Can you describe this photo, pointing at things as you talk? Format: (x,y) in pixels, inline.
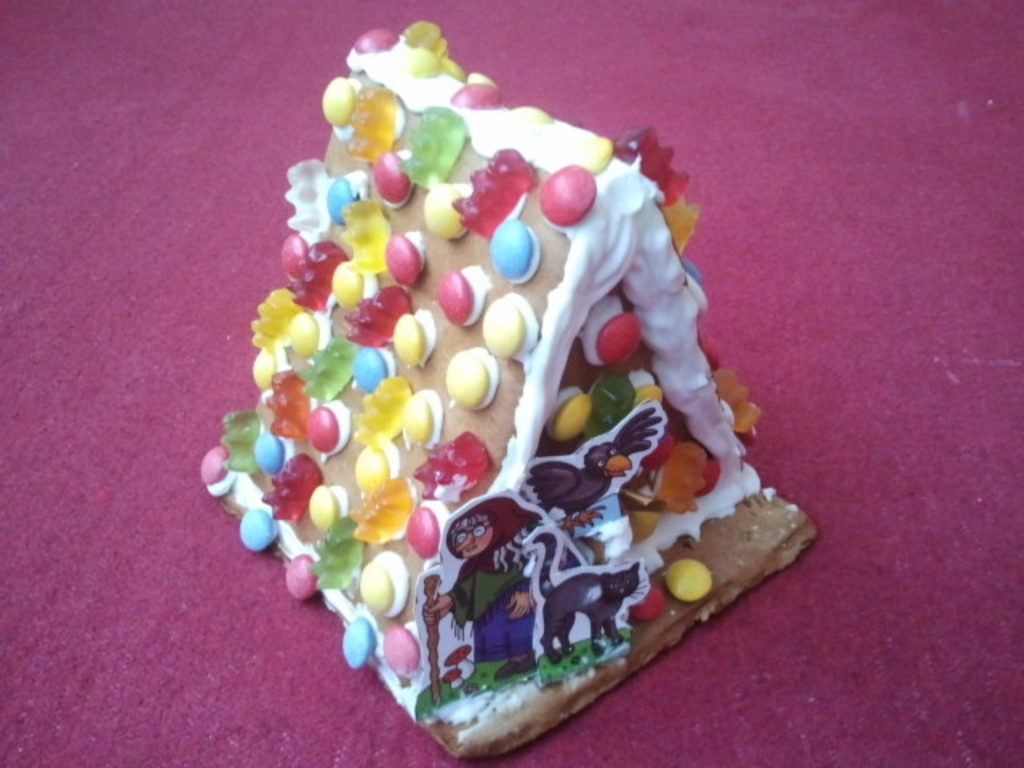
In this image we can see a cake (554,437) placed on the surface (222,550).
